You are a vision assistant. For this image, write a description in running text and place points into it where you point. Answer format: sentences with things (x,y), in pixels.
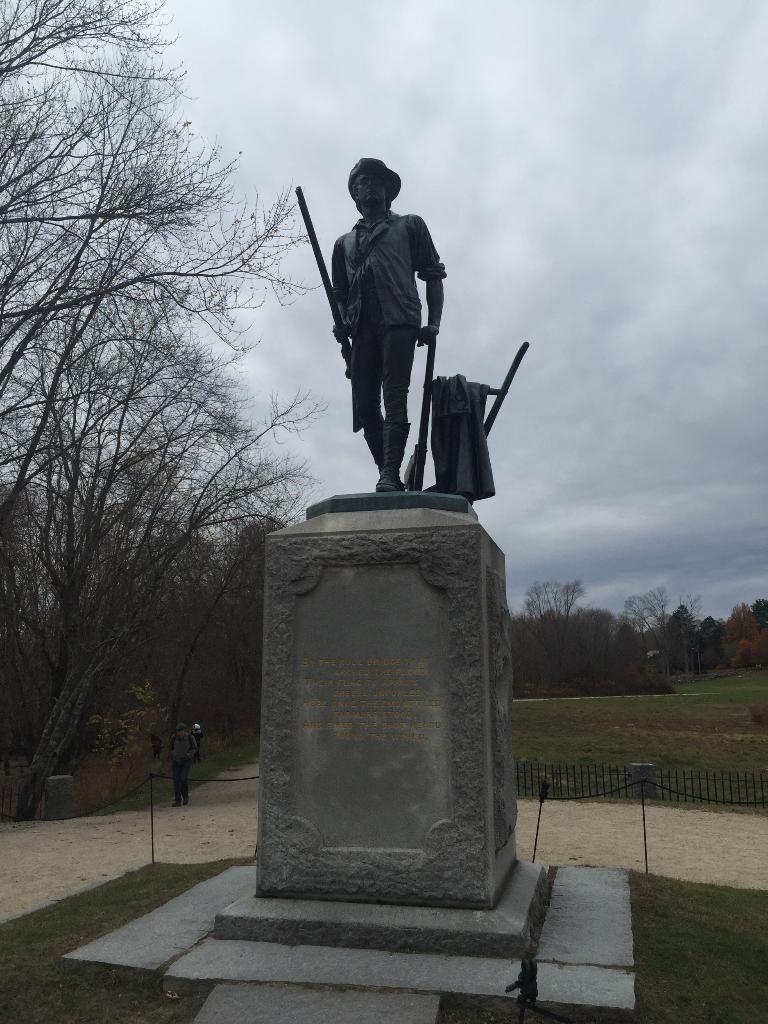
In the center of the image (371,503) we can see a statue (342,739). In the background of the image (35,738) we can see the trees (539,672), grass (764,687), fence (747,770), road (741,850), barricades (53,792). On the left side of the image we can see a man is standing. At the top of the image (571,29) we can see the clouds (412,196) in the sky (412,196).
